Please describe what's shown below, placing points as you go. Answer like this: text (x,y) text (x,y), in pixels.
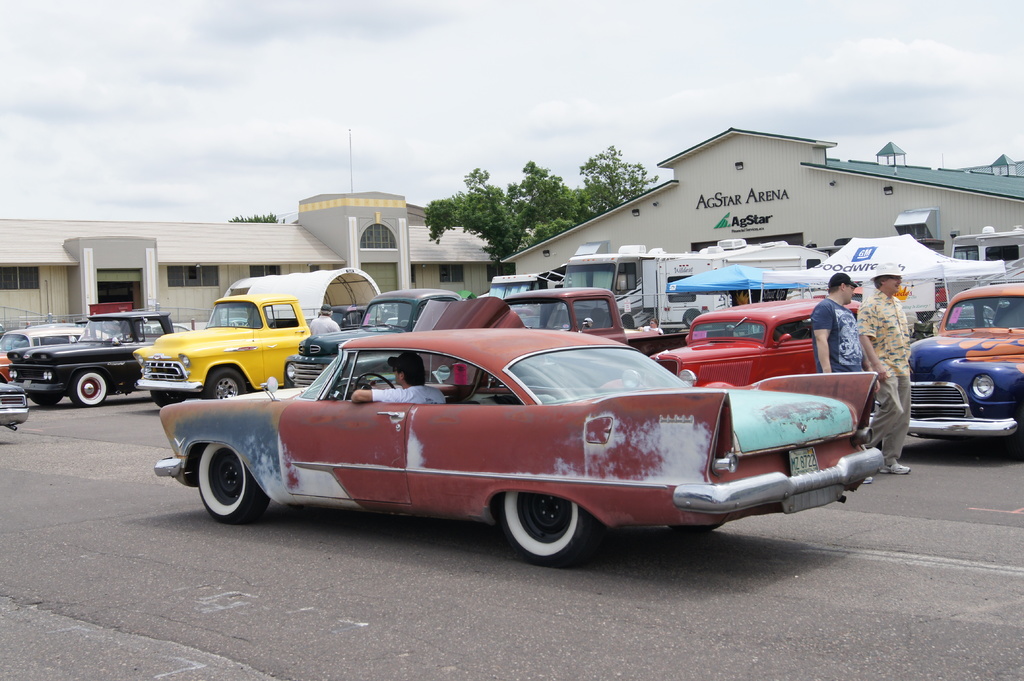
In this image, we can see so many vehicles (340,399) are on the road (496,596). Here a person (423,394) is inside the vehicle (464,390). Here we can see few people (883,389). Few (869,324) are standing and walking. Background (242,249) there are few houses (477,253), walls (231,278), windows (203,280), trees (487,190) we can see. Top of the image (491,109), there is a sky (441,95).
